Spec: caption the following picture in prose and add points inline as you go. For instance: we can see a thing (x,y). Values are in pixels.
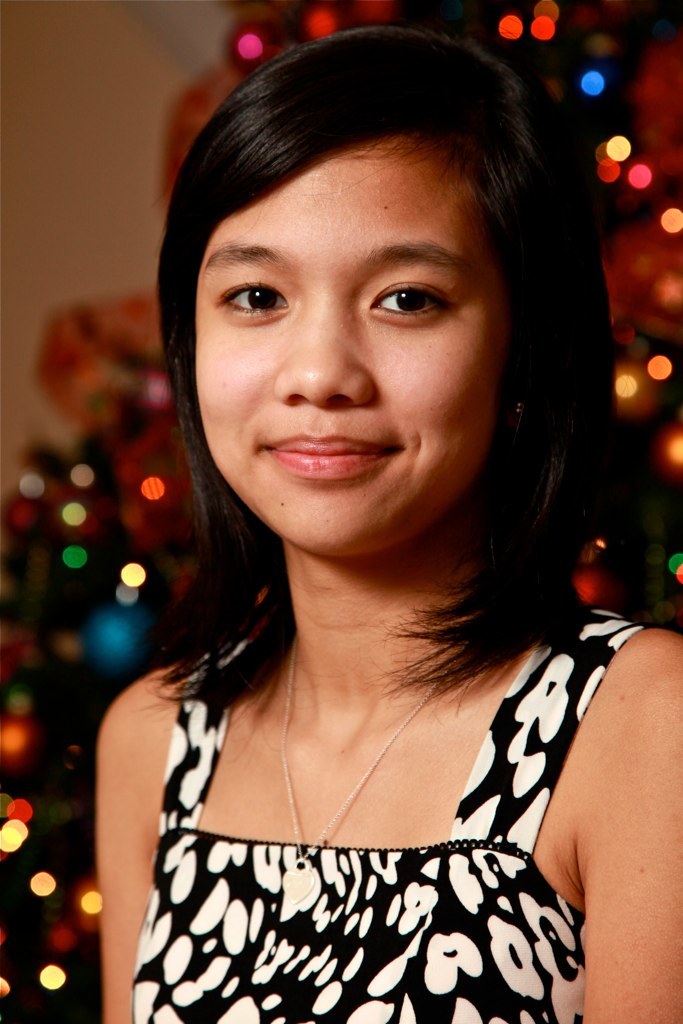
In this picture we can see a woman (336,498), she is smiling, behind to her we can see few lights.
